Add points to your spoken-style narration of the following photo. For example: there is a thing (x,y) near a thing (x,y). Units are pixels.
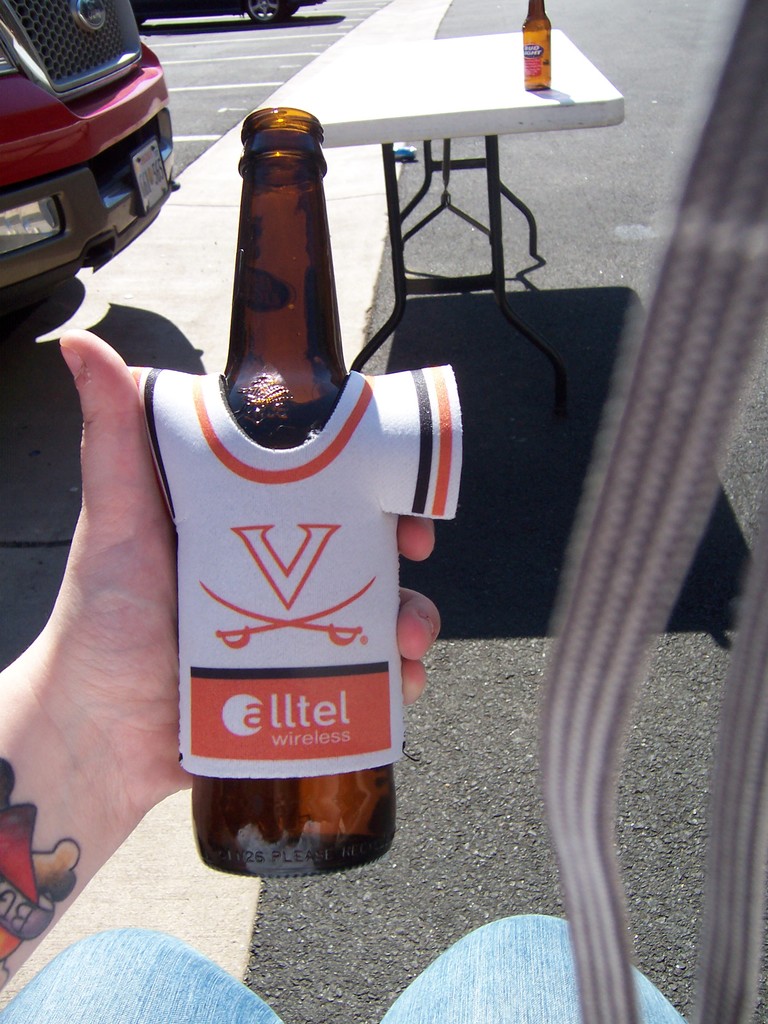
In this picture we can see a bottle (286,149) hold by some persons hand (165,611) and in background (76,110) we can see vehicles (255,0) on road (279,72) and on table (474,124) we have another bottle (536,21).
